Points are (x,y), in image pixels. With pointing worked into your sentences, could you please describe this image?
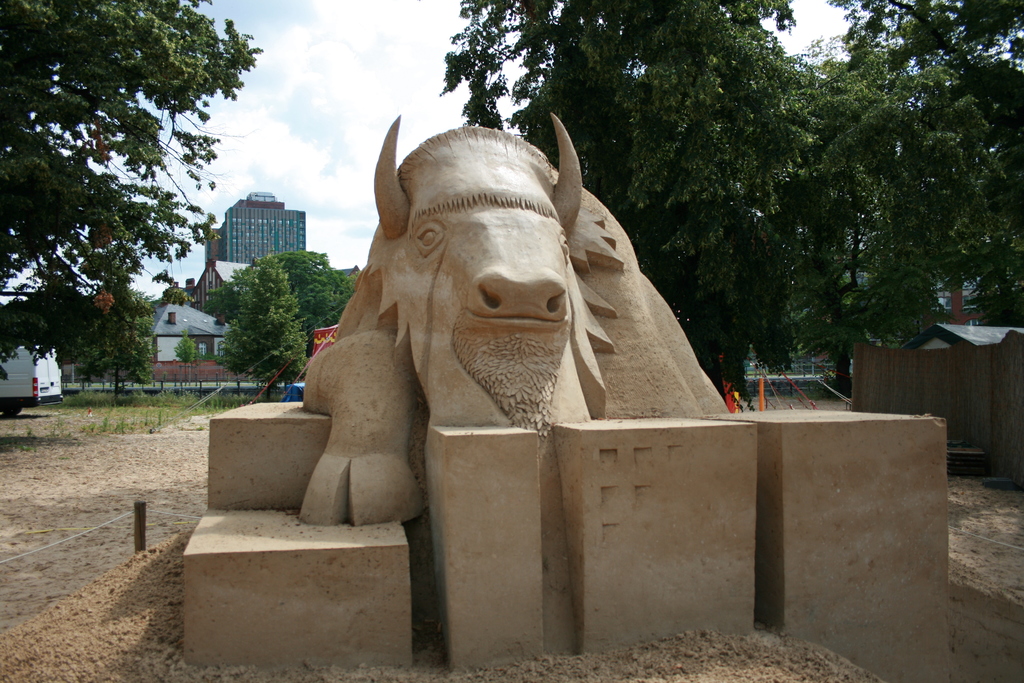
In this picture, we can see statue of an animal (416,397), ground (95,550), poles (136,509), wires (83,531), trees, plants (73,390), grass (162,399), buildings (246,259), houses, vehicles (14,396), and the sky (370,184) with clouds (366,115).
